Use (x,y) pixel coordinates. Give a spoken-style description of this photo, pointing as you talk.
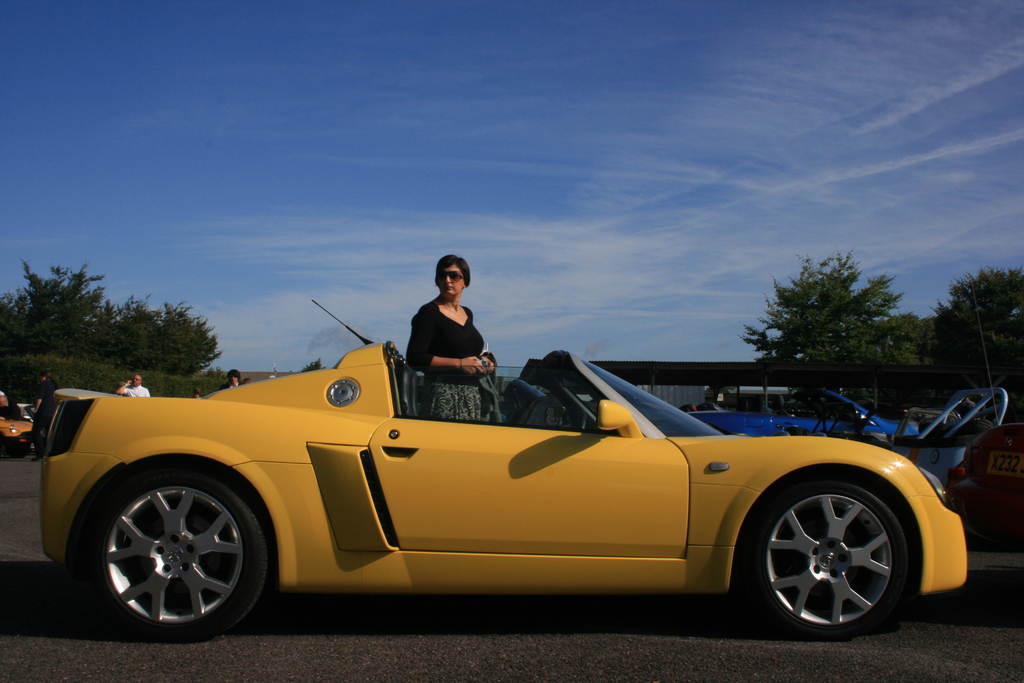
In this image there is a yellow colour car (431,414) on the road (511,611). Woman (452,349) is standing behind the car (454,374). In the background (871,335) there are trees (887,332) at the right side (895,334). On the left side (115,339) there are trees (130,339) and a car (15,426), a man (131,383) is standing wearing a white colour shirt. In the sky (480,86) there are clouds (690,176) visible.
